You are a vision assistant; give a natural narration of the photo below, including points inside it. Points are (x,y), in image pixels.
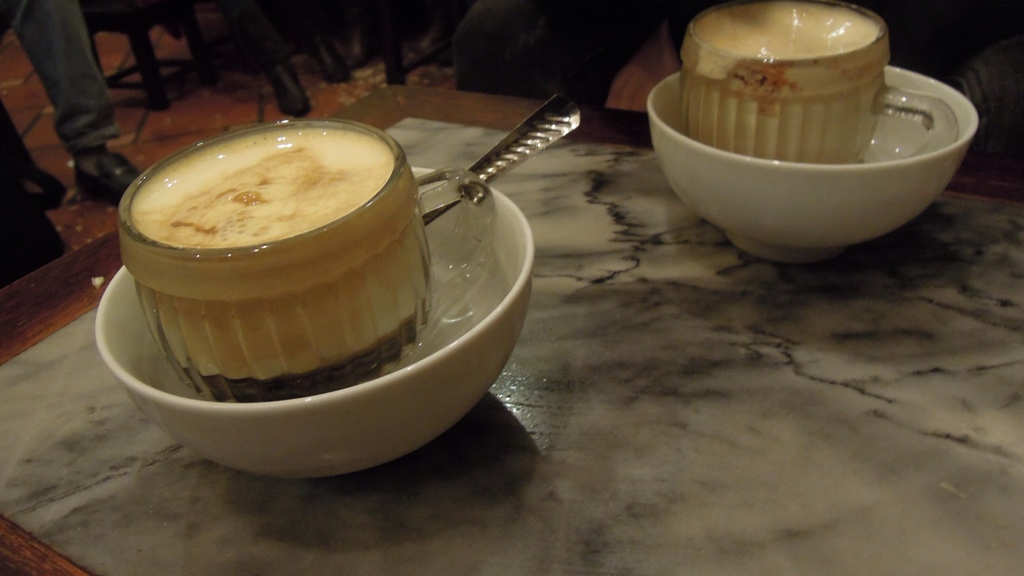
This picture shows two tea cups (833,144) with bowls (778,182) and a spoon (547,117) on the table (64,546).
